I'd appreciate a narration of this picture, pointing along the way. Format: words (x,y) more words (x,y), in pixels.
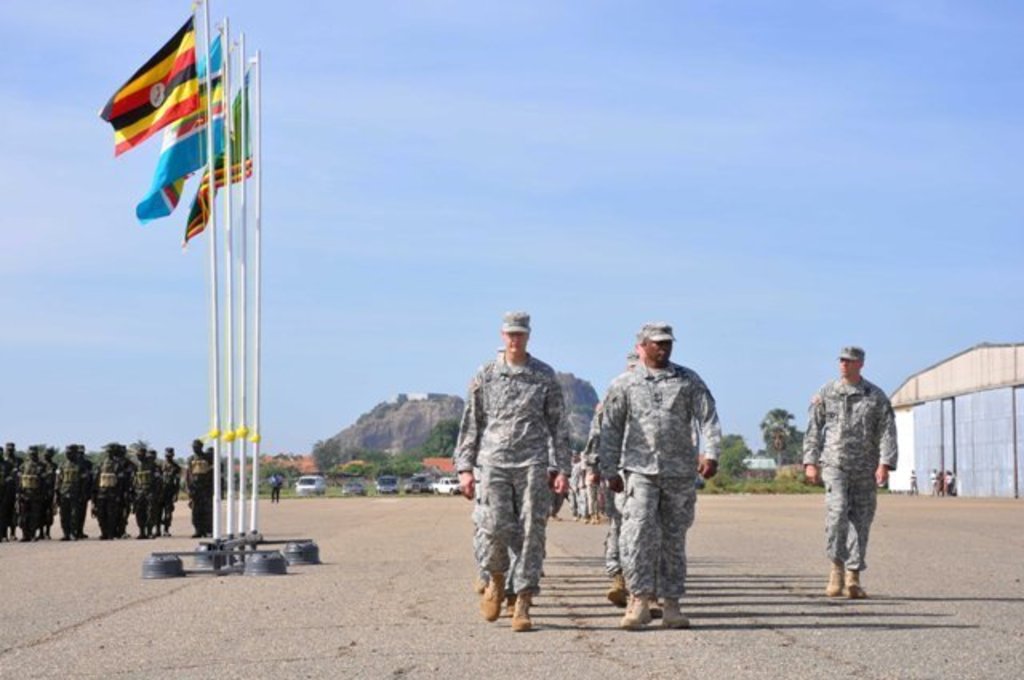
In this picture we can see a group of people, some people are standing, some people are walking on the road (423,602), here we can see flags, vehicles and in the background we can see trees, sky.
